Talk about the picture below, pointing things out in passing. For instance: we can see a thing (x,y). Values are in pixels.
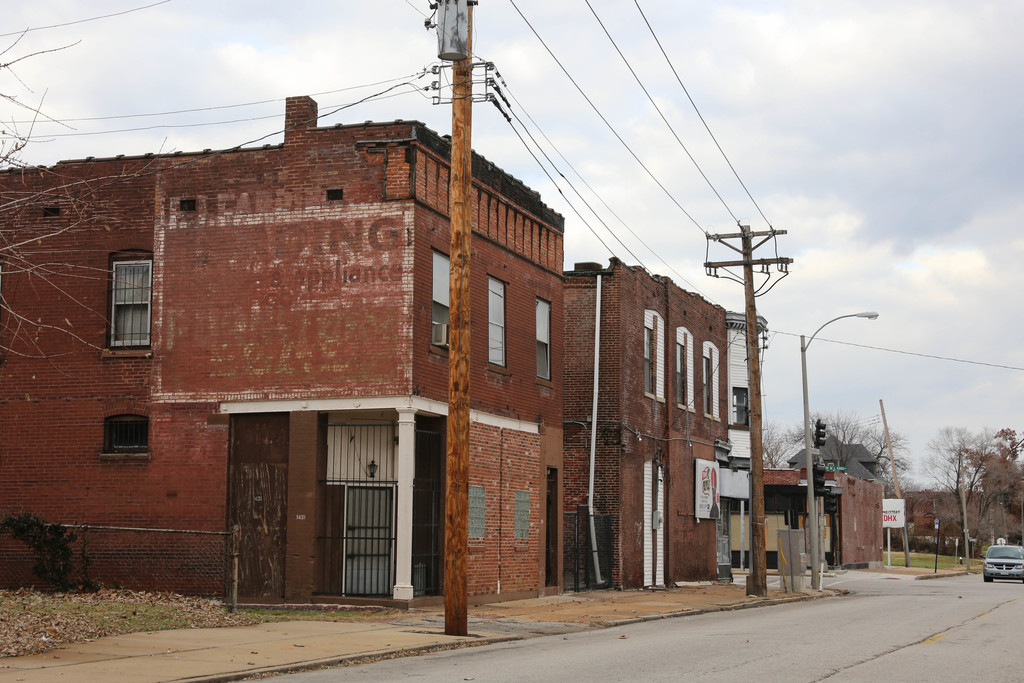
We can see buildings (681,315), windows (710,369), current poles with wires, light (807,442) and traffic signal (822,445) on pole (805,401) and car (1003,567) on the road (815,613). In the background (854,408) we can see trees (989,503), grass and sky (760,164).
